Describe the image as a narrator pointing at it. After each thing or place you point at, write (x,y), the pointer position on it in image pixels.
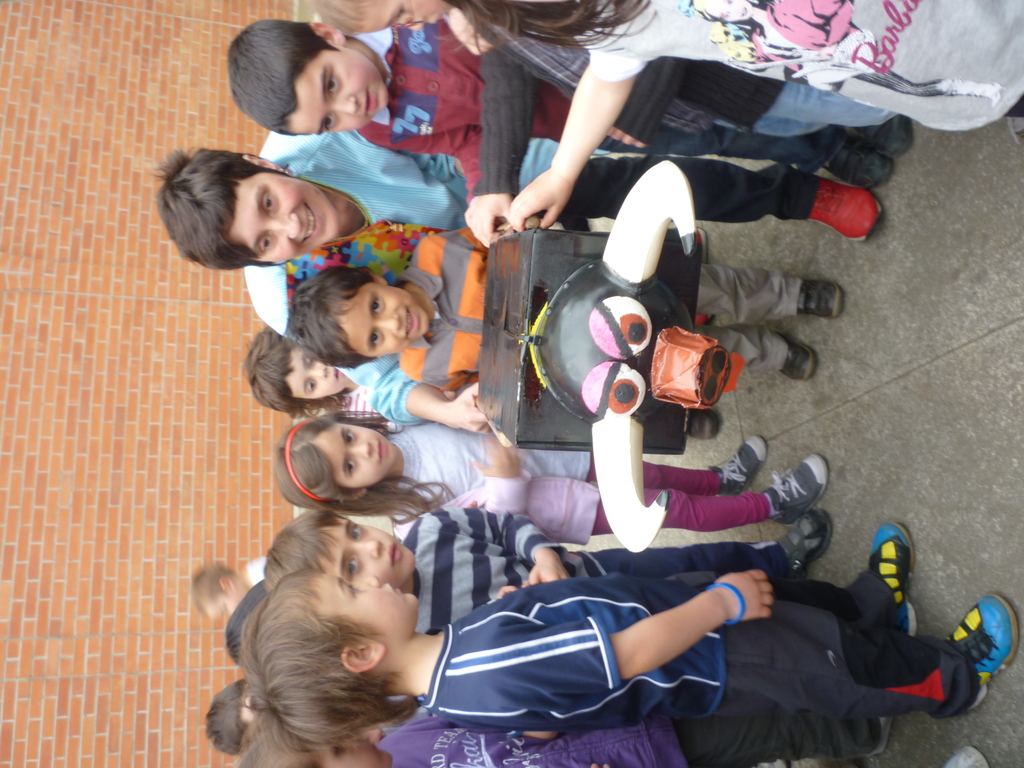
In this image there are group of children (369,471) standing on the road (813,323) by holding the box (491,304). At the back side (164,370) there is a wall (120,443).
